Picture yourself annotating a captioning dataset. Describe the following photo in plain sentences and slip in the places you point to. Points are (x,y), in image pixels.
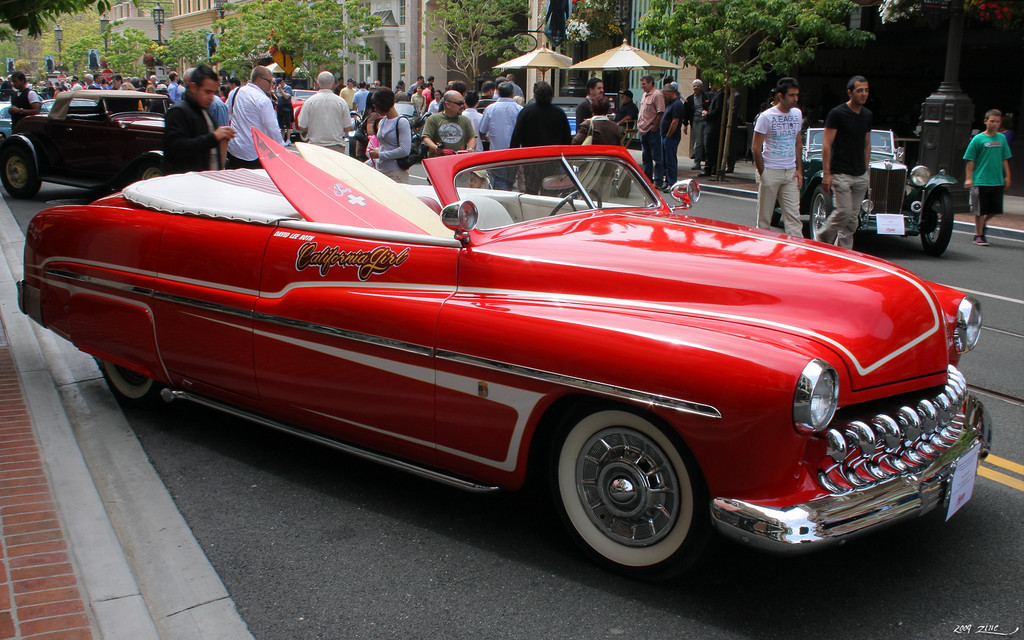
In this image there are cars (791,438) on the road (857,239). Beside them people (308,114) were standing. At the background (88,39) there are trees (639,31), buildings (910,23) and street lights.
